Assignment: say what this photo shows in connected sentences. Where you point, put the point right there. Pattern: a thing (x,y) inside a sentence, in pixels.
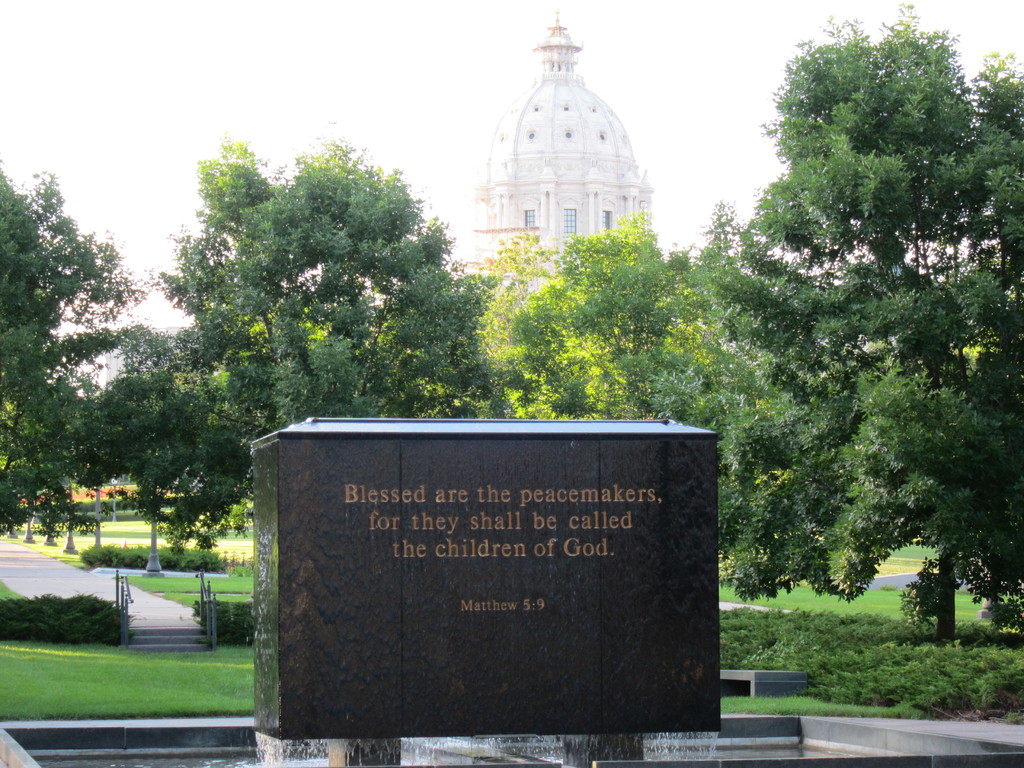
In this image in the center (498,481) there is one wall (410,518), on the wall (403,570) there is text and at the bottom (64,733) it looks like a fountain (380,752). And in the background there is building (608,129), walkway (92,576) and stairs (171,639).
